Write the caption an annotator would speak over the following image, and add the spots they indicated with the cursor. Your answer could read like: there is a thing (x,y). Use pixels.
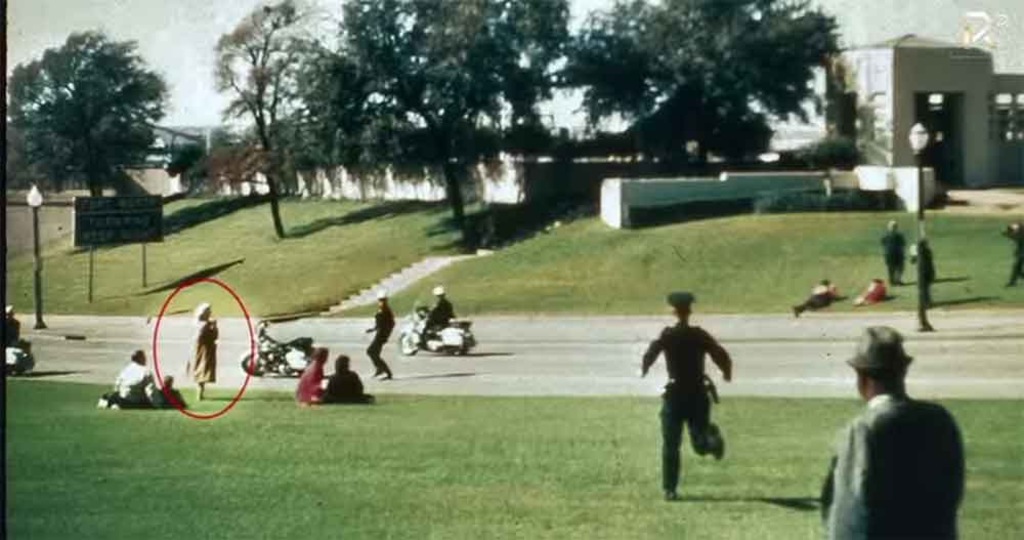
In this picture we can see a few people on the vehicles (405,347). There is a vehicle (269,356) on the path (832,383). We can see a few people (923,522) on the grass (987,433) on the right side (883,527). Some grass (977,450) is visible on the ground (800,484). There is a street light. We can see a board (134,234) on the poles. There are a few trees (836,75) and buildings (946,55) in the background (694,121). We can see a red ring (202,419) on a person (201,320).
